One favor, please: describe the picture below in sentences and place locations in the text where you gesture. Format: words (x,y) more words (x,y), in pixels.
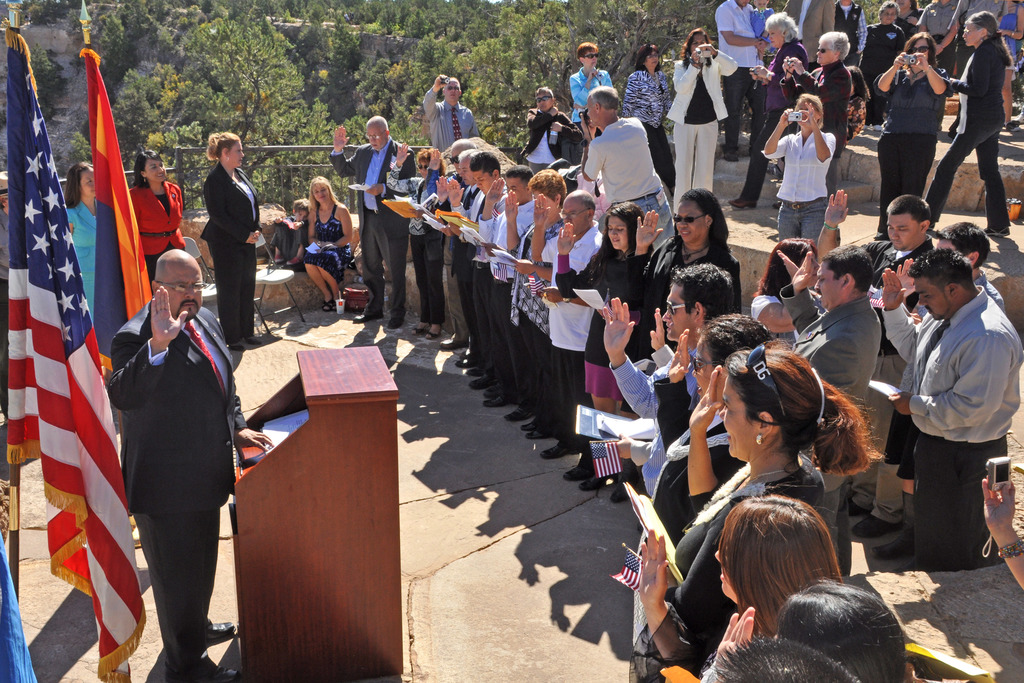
In this picture we can see a group of people (947,346) standing, flags (111,173), podium (358,366), papers (637,434), cameras (1004,469), chairs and some objects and two people (298,224) are sitting and in the background (378,93) we can see trees (154,80).
